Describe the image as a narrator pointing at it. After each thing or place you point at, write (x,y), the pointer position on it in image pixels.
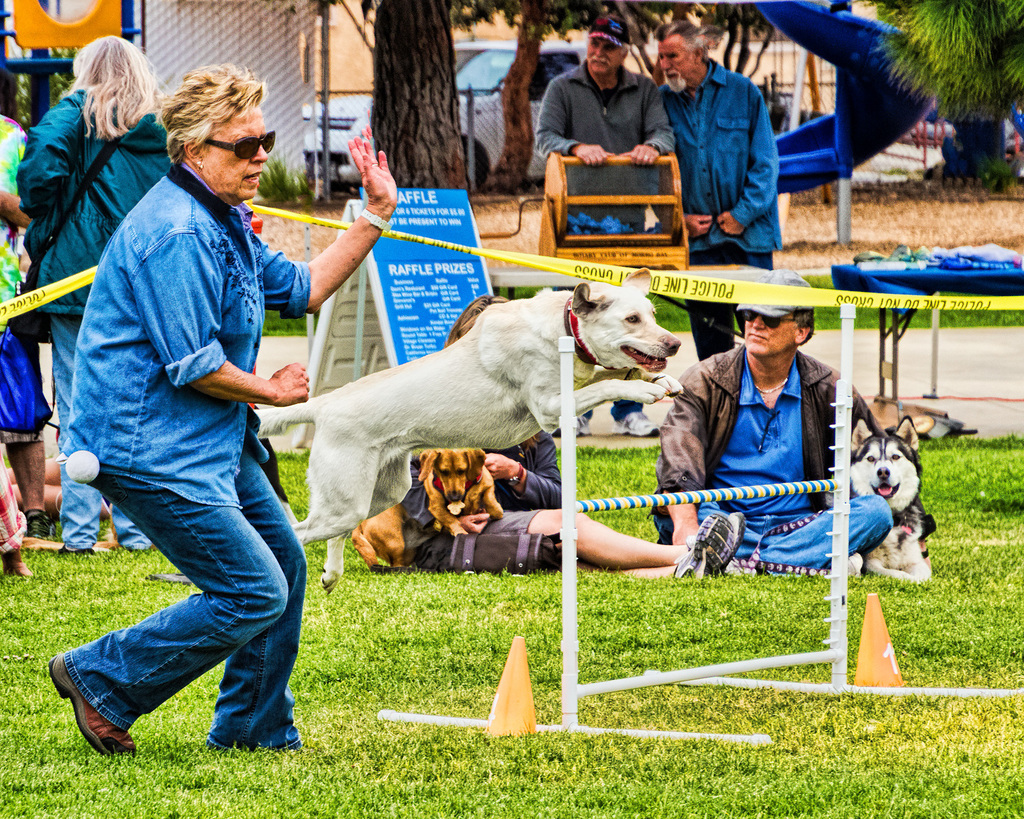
Here in this picture we can see a woman (300,271) running and beside her we can see a dog (466,357) jumping through a barricade (626,503) and behind them we can see people (745,117) standing and sitting here and there on the grass (630,518) and there are two dogs (891,533) sitting and there are trees (413,155) and cars (466,103) present.
